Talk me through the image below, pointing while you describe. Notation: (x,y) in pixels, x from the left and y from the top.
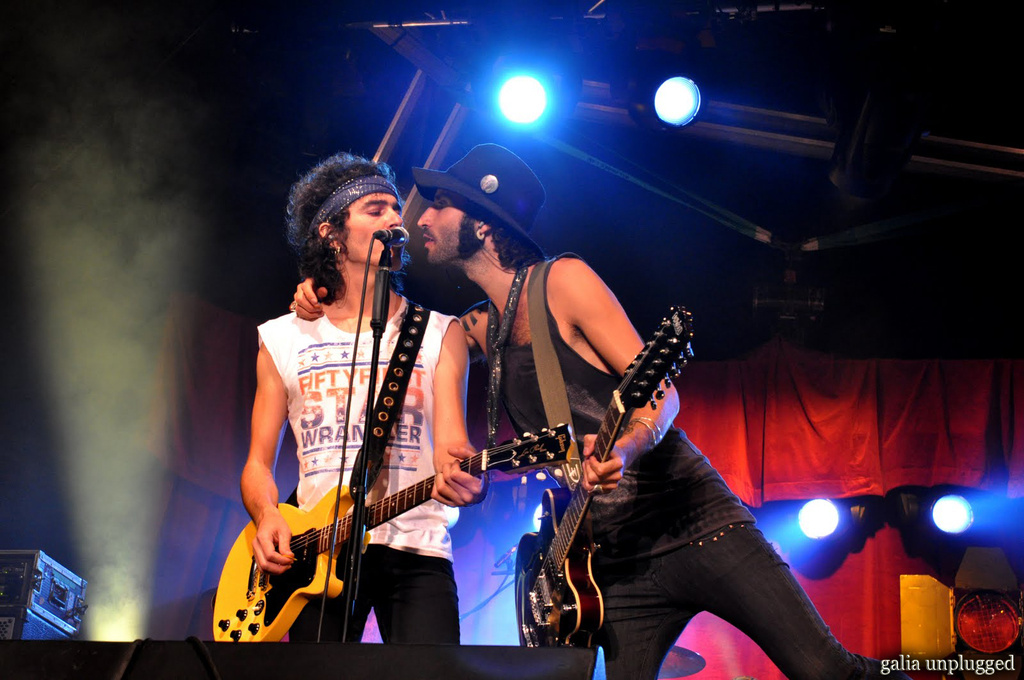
In this image I see 2 men (490,145) who are holding guitars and standing in front of a mic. In the background (130,602) I see the lights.
